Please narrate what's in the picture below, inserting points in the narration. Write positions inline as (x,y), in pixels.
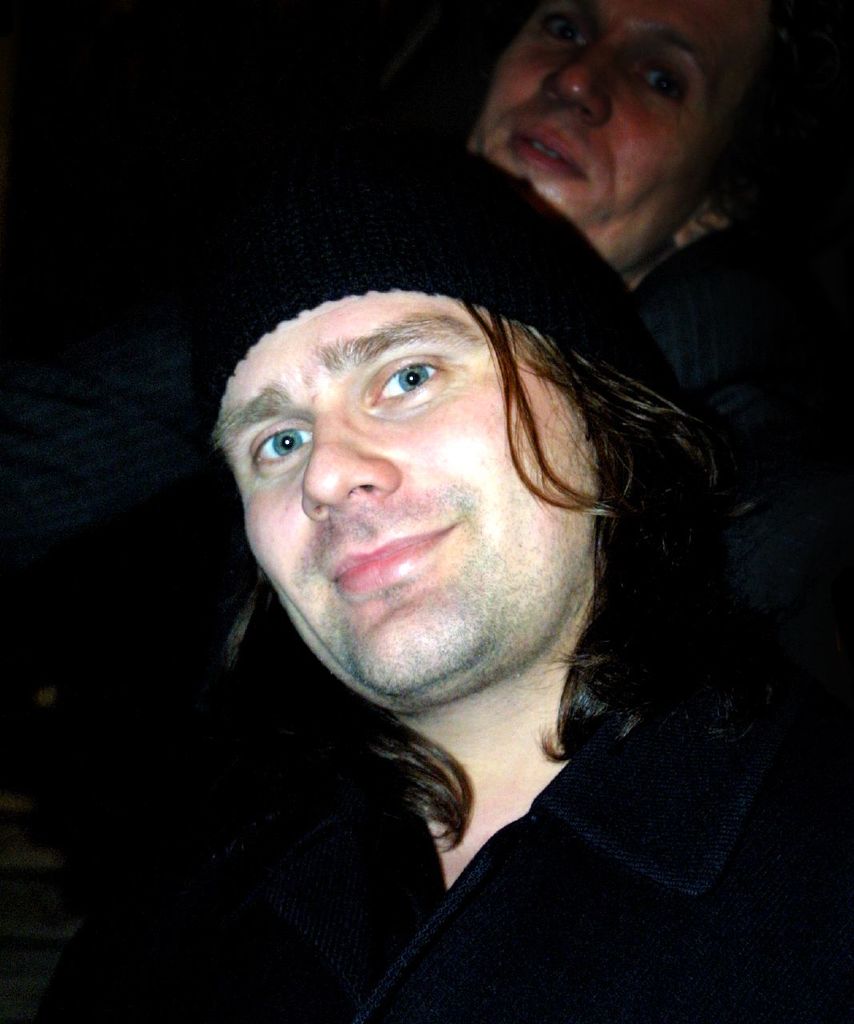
In this image we can see two persons (510,625) wearing black color dress (646,284), cap (483,261) posing for a photograph.
